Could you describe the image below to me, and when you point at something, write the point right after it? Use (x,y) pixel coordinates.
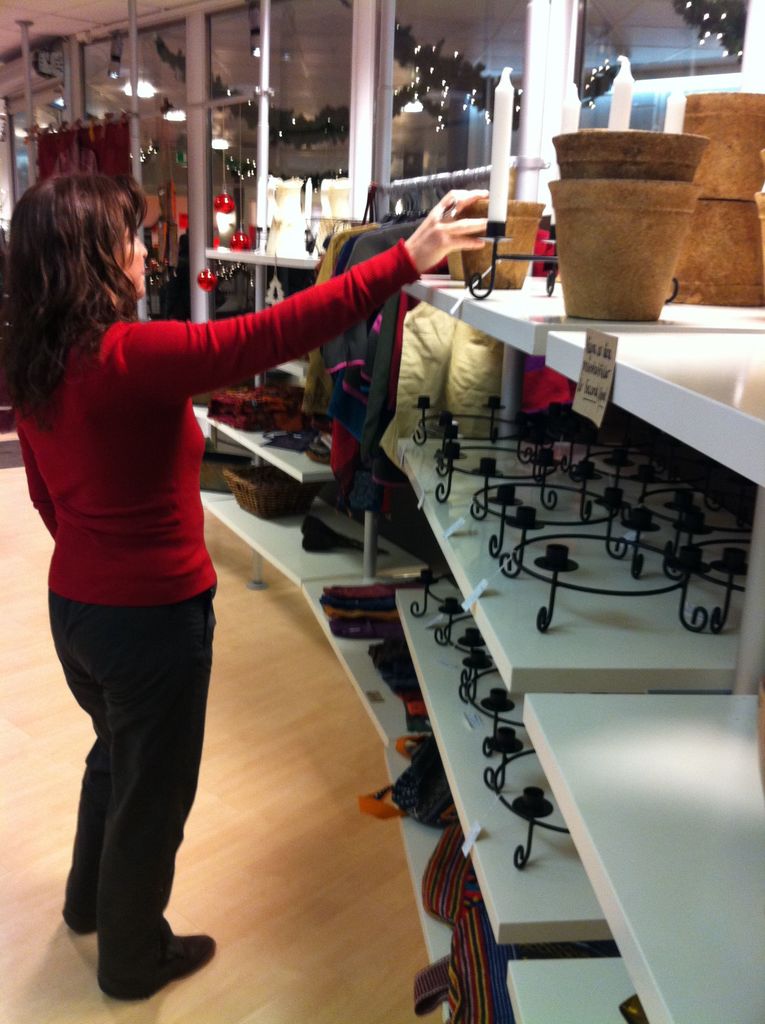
On the right side of the image (617,246) we can see candles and some objects (603,246) arranged in a racks (627,374). On the left side of the image (156,940) we can see woman (145,641) standing at the shelves (368,648). In the background (371,147) we can see lights (215,147), glass windows (298,112), objects (269,392) placed in shelves (227,424) and pillars (194,60).
